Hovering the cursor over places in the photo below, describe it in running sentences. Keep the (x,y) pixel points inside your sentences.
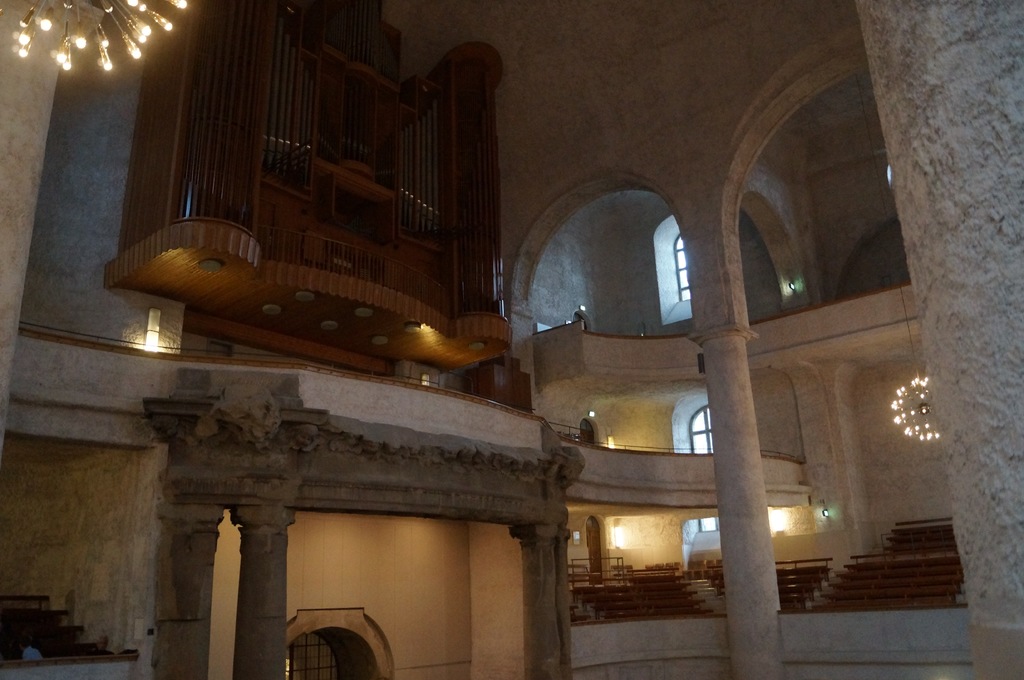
This is the inside view of the building (550,295) in which there are lights (121,52), steps (933,585), pillars (968,546) and there is a wooden object (272,228) on the wall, there are windows (696,426) and doors (586,529).
